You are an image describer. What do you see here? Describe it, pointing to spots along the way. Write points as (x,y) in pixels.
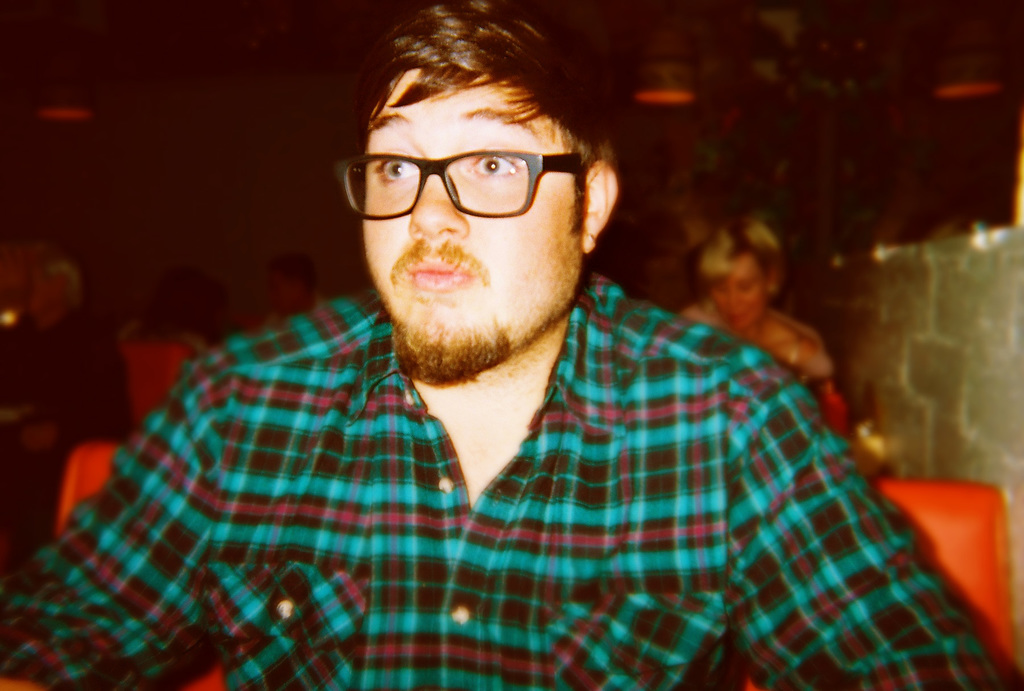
In this image I see a man (452,348) and I see that he is wearing a shirt (623,410) which is of green, black and red in color. In the background (44,482) I see few more people (743,237) and I see that it is a bit dark and I see the red color things (950,511).
